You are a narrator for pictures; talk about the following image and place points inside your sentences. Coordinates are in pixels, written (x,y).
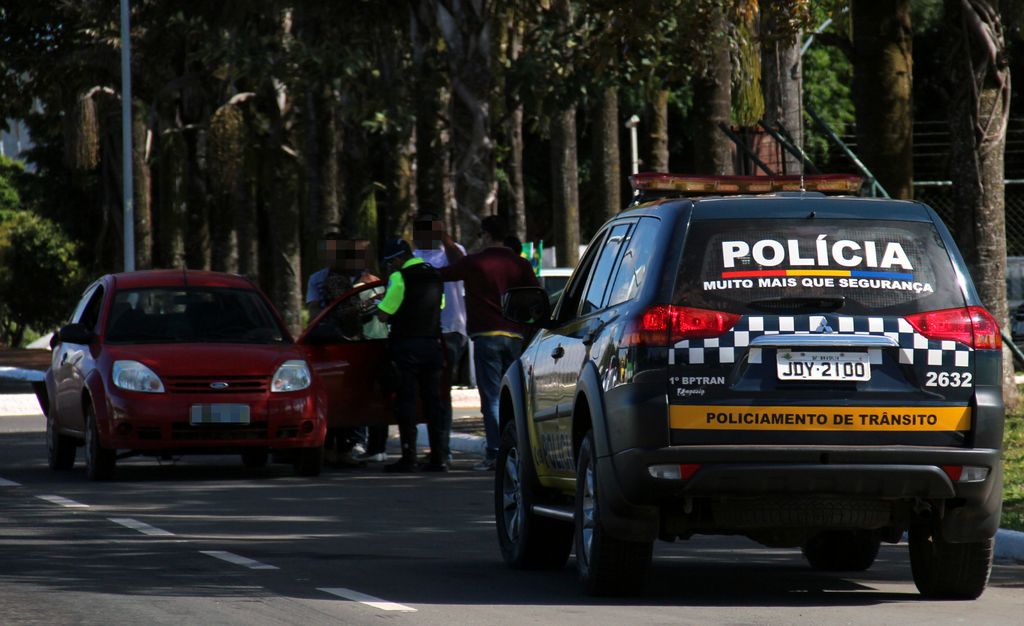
At the bottom of the image (293,533) there is a road (361,541) and we can see cars (522,457) on the road (459,492). In the center (419,298) there are people (487,317) standing. In the background (238,50) there are trees (135,246) and a pole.
